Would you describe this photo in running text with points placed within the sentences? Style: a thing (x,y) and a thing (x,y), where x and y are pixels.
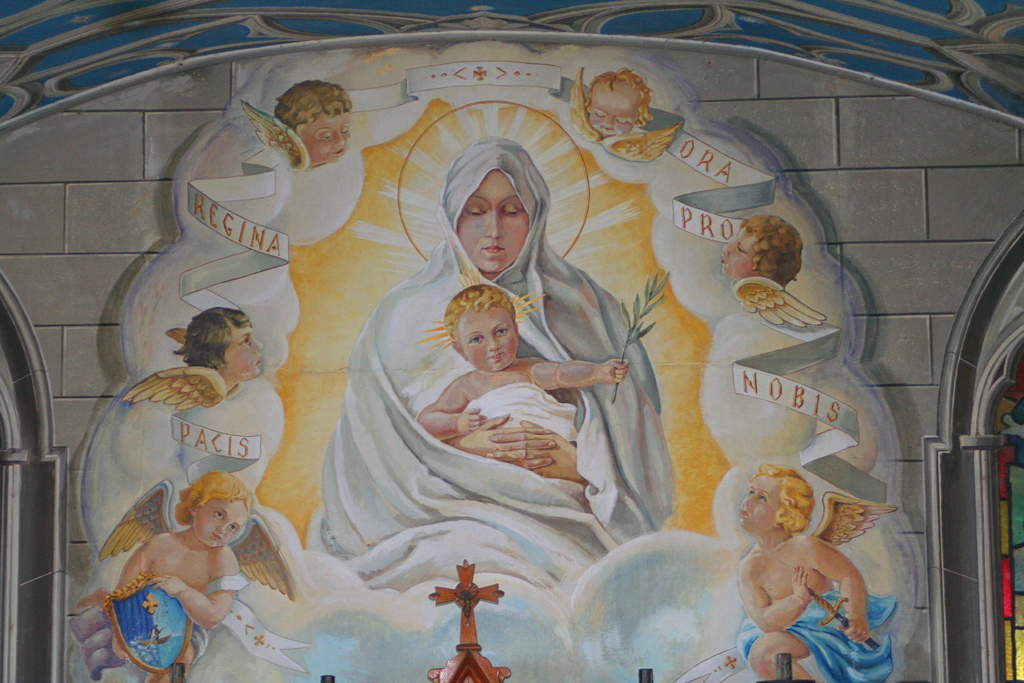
In this image I can see a painting (430,364) on the wall (379,277). In the middle (514,284) I can see a woman (489,438) holding a child (488,412).
